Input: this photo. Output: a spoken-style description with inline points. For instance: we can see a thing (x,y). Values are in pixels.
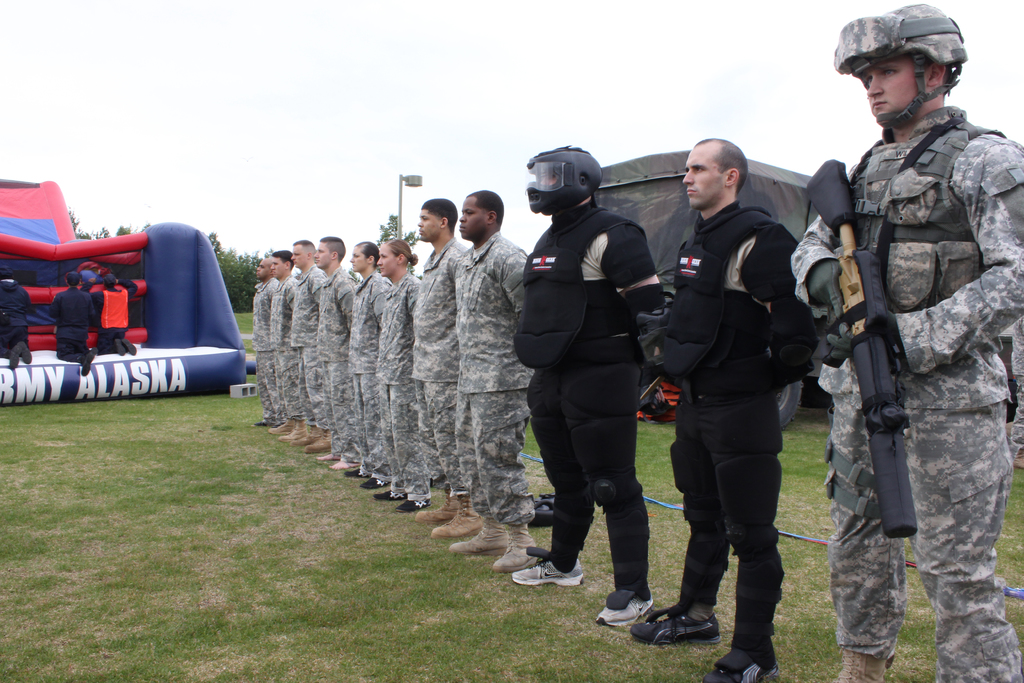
This picture describes about group of people (494,345), few people (630,271) wore helmets (851,49), on the right side of the image (1016,196) we can see a man (860,223), he is holding a gun (876,285), in the background (654,169) we can see a truck (663,219), pole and few trees (267,256), and also we can see a inflatable house (92,336) on the left side of the image (14,376).
